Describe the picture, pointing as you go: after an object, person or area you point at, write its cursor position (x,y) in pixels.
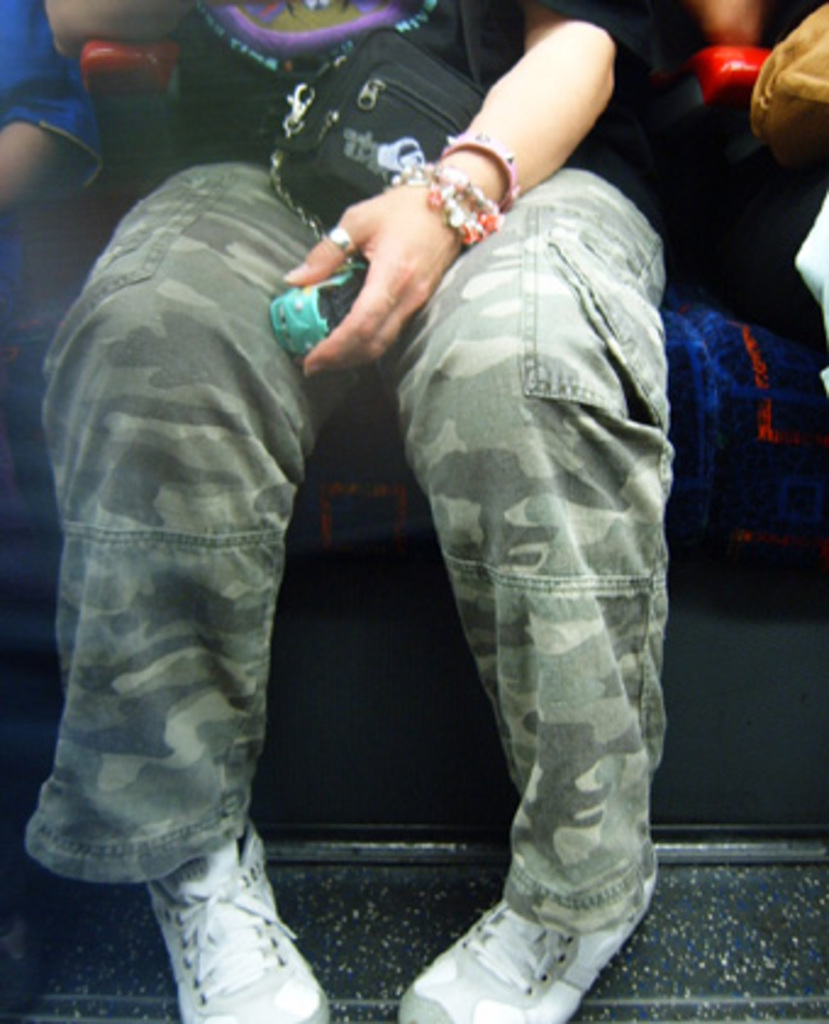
In this picture there is a lady (588,317) who is sitting on the sofa (144,83) in the center of the image (438,469), there is a small bag (326,110) on her laps (257,288).
